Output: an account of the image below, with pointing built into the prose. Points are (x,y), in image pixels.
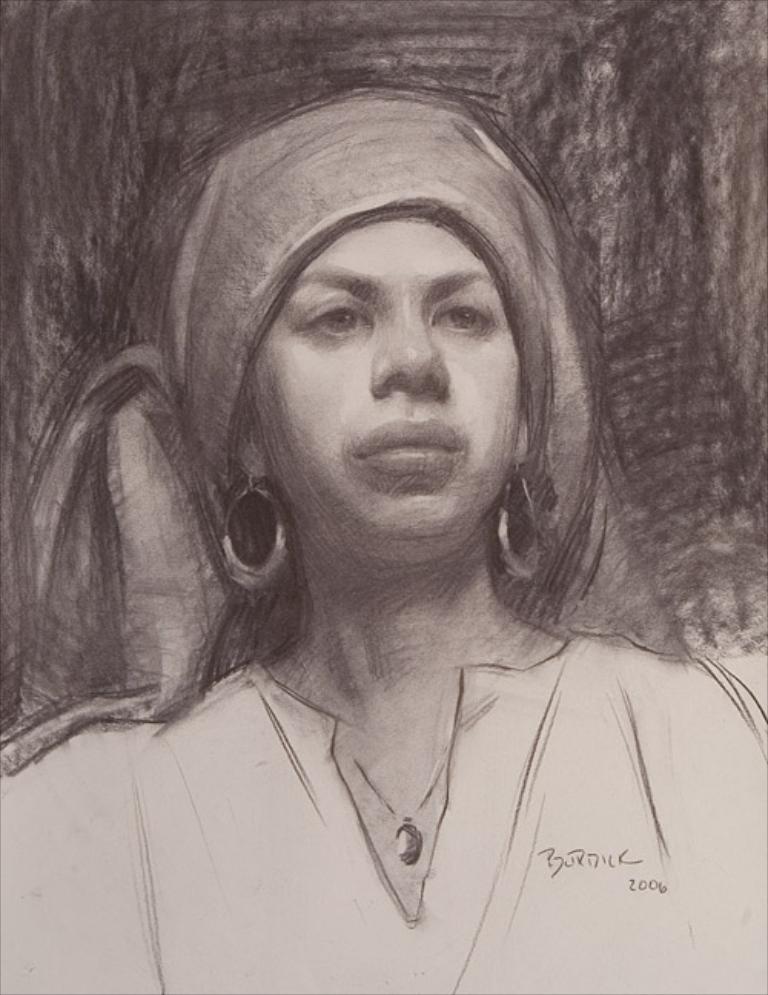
This image is a painting. In this painting we can see a lady (249,833). She is wearing a headscarf (178,306).
